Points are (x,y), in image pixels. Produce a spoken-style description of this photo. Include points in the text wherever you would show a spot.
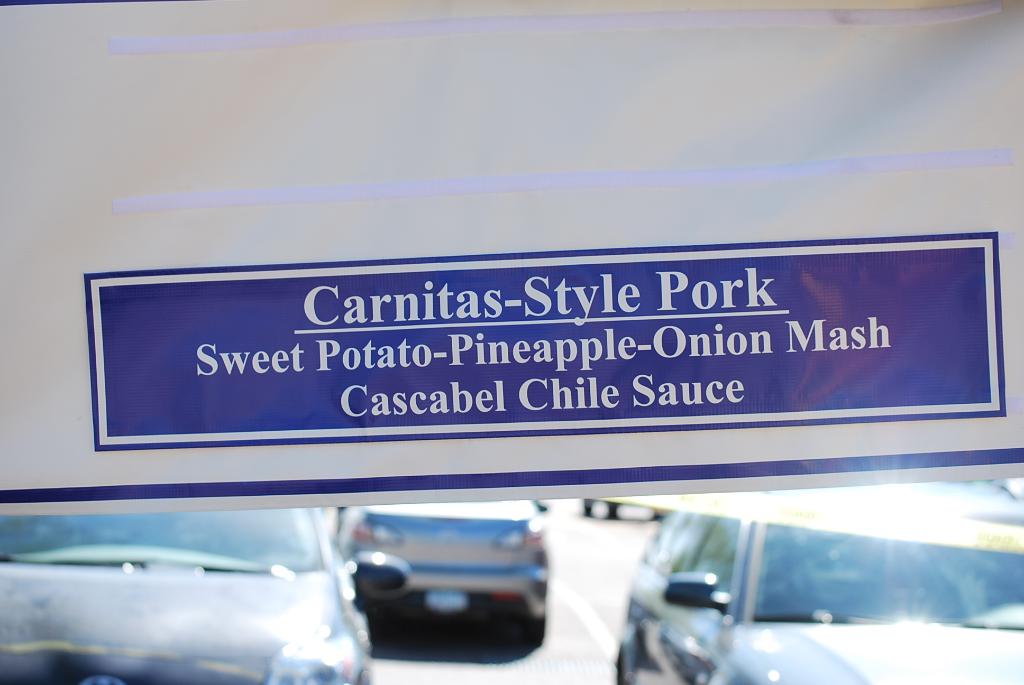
In this image I can see the white and blue color banner (636,257) and something is written on it. I can see few vehicles (535,601) on the road (620,586).
